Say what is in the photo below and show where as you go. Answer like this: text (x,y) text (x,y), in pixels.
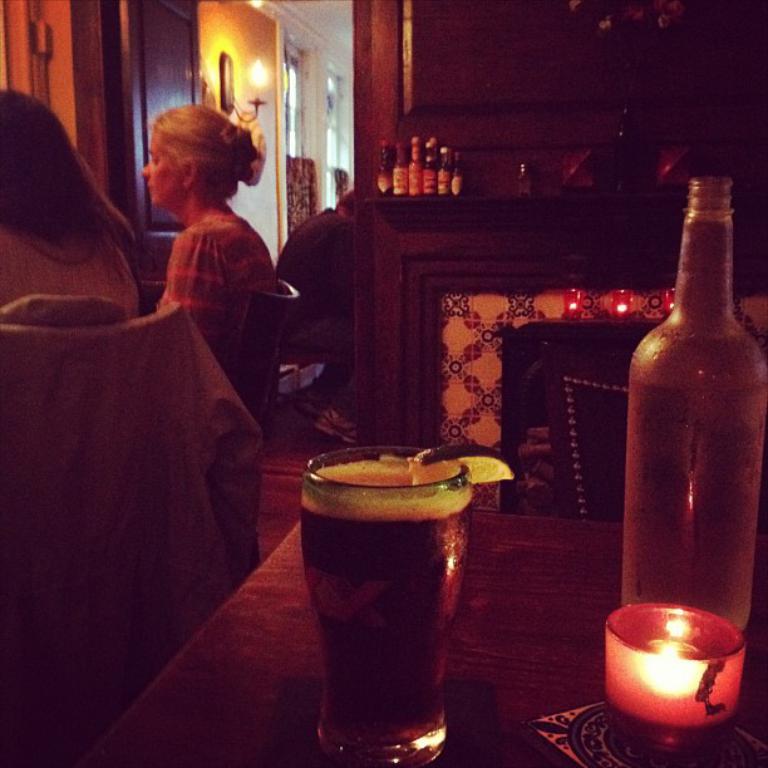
In this image there are 3 persons (196,153) sitting in chair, and the back ground there are bottles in the mantel (640,277), another bottle (632,477), glass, candle (719,633) in the table (548,540), a lamp (253,65).
